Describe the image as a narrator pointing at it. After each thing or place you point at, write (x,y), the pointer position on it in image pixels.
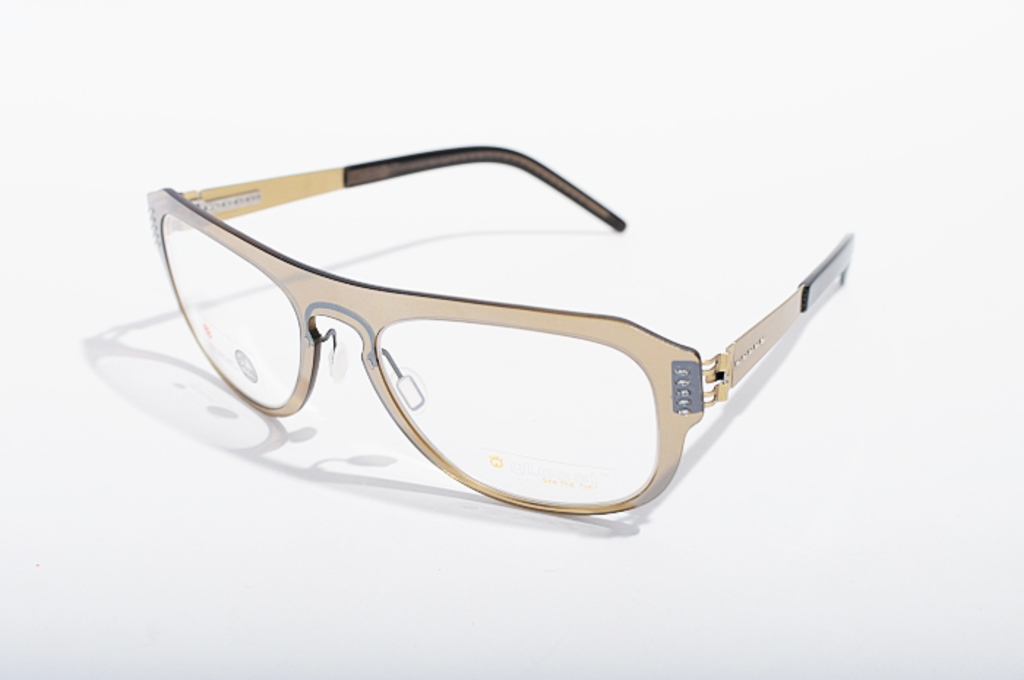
In this image I can see the specs (467,393). These are on the white color surface (373,551).
